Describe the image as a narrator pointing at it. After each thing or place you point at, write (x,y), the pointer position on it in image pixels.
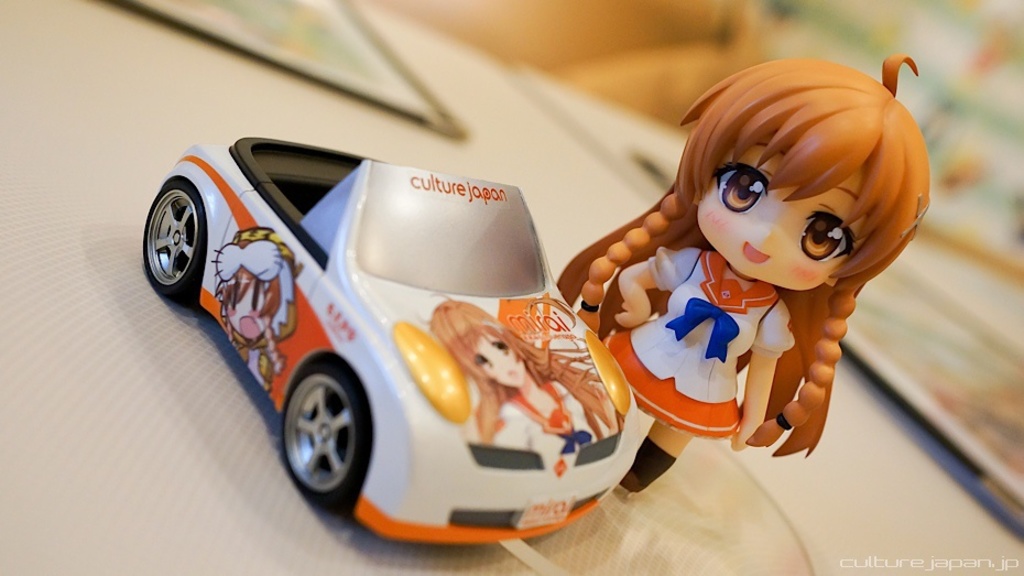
In this image we can see a woman doll (689,305) and a car toy (255,312) placed on a table (20,234).
